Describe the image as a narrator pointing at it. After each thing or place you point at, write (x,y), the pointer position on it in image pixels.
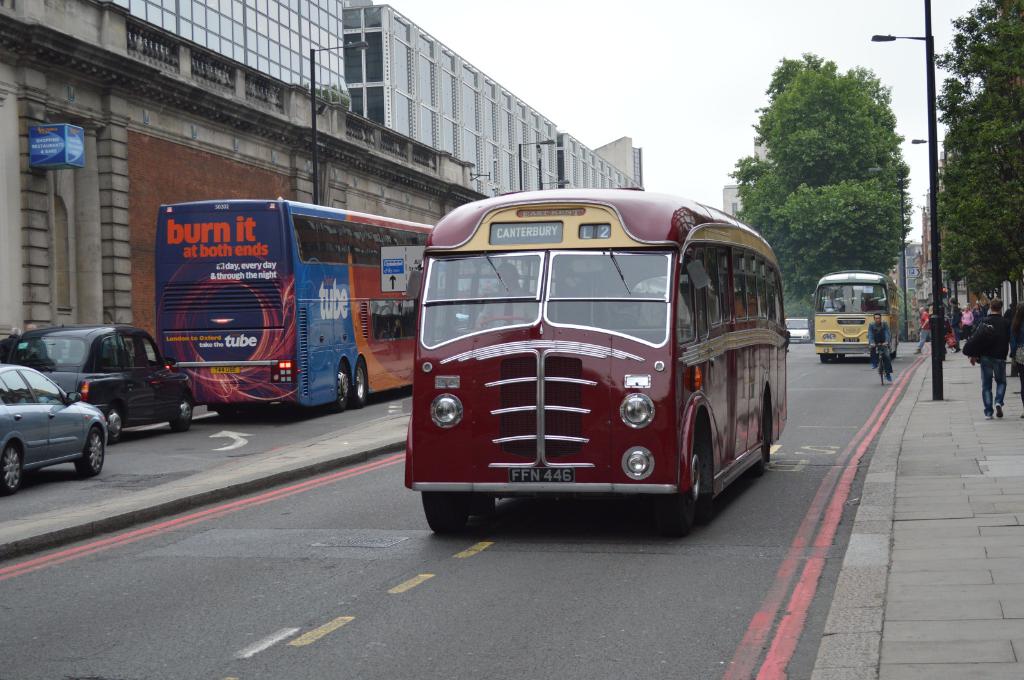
In this image I see buses (274,296), few cars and a cycle (880,349) on which there is a man (887,329) and I see the road (128,678) on which there are white and yellow lines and I see the red lines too and on the footpath (974,430) I see number of people (967,353). In the background (7,299) I see the buildings (912,285), poles (939,311), trees (1022,50) and the sky (644,114).
